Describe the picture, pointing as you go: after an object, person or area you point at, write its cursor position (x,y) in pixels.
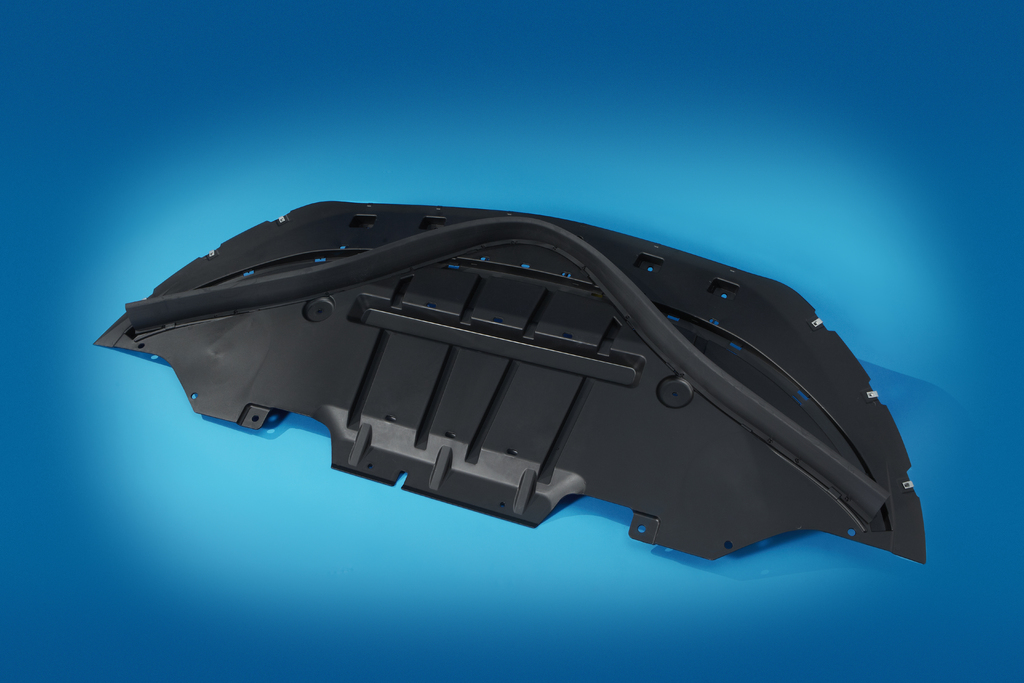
In this picture I can see a black color plastic piece (597,445) and a blue color background (570,596).
